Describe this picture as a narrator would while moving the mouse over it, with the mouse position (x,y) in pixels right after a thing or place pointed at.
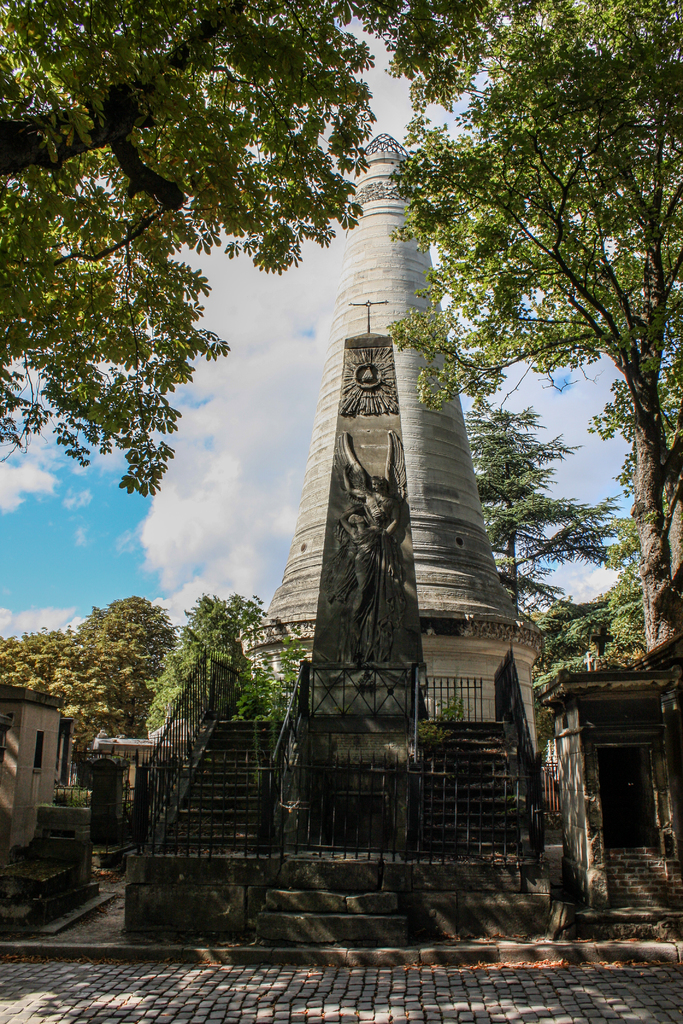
In this image in the middle (393,506), there is a steeple (446,580) and staircase (458,826). At the bottom (245,978) there is a floor (336,983). In the background (51,584) there are trees (115,282), sky (136,503) and clouds (254,456).
